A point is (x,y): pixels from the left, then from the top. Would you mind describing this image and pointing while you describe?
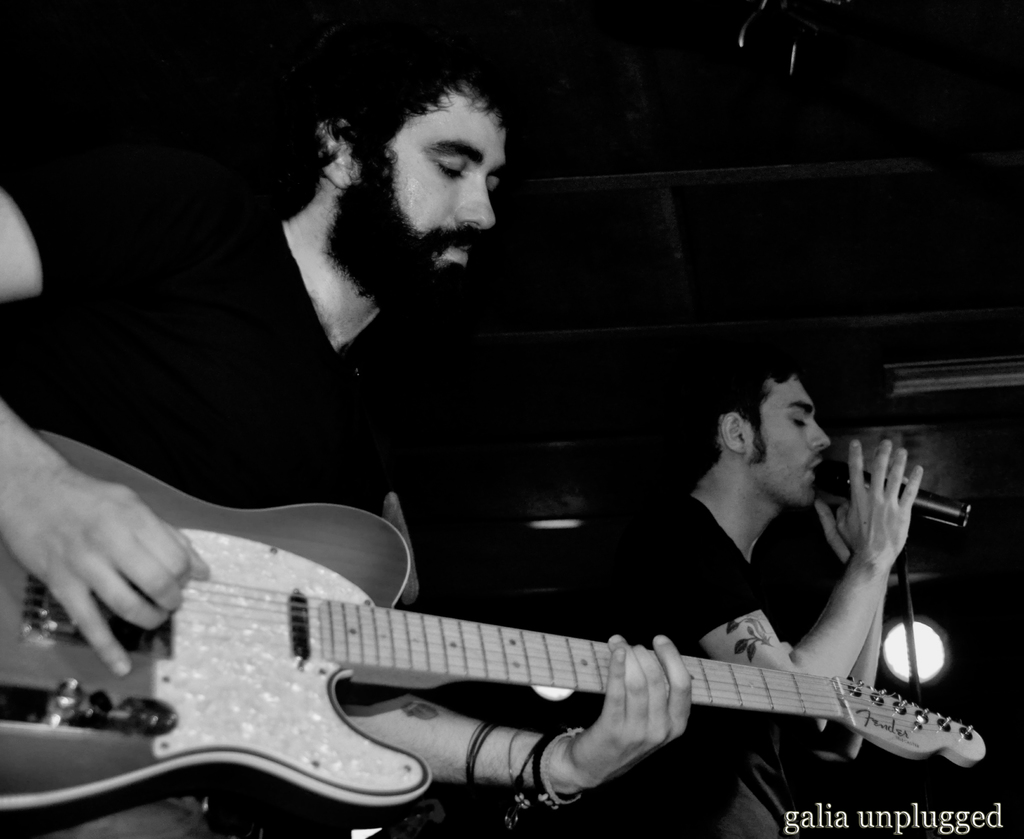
This is a black and white image. There are two people (821,659) standing. One person (361,256) is playing guitar (398,656) and the other person (723,560) is singing a song. This is a mike (935,497) with a mike stand (908,576), and the background (924,541) looks dark.
